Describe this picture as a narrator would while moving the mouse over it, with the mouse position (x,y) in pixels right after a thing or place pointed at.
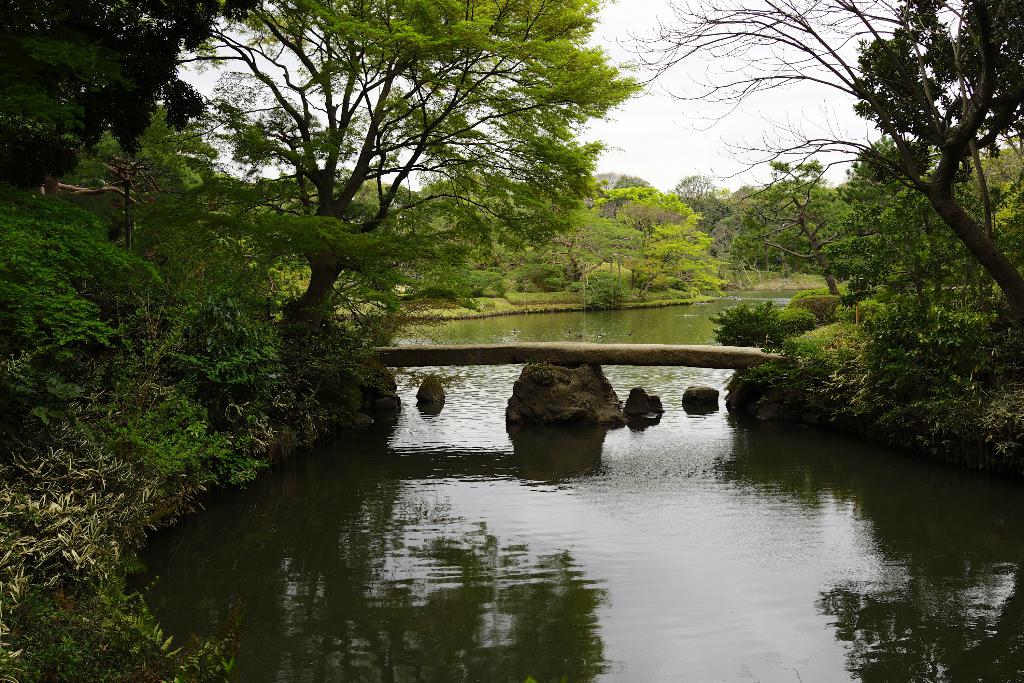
At the center of the image (460,335) there is a river (586,335), on the river (670,394) there are few rocks (543,372) and a stone bridge (562,360) placed. On the right (805,269) and left side of the image (234,270) there are trees (858,275). In the background (653,74) there is the sky (649,108).
